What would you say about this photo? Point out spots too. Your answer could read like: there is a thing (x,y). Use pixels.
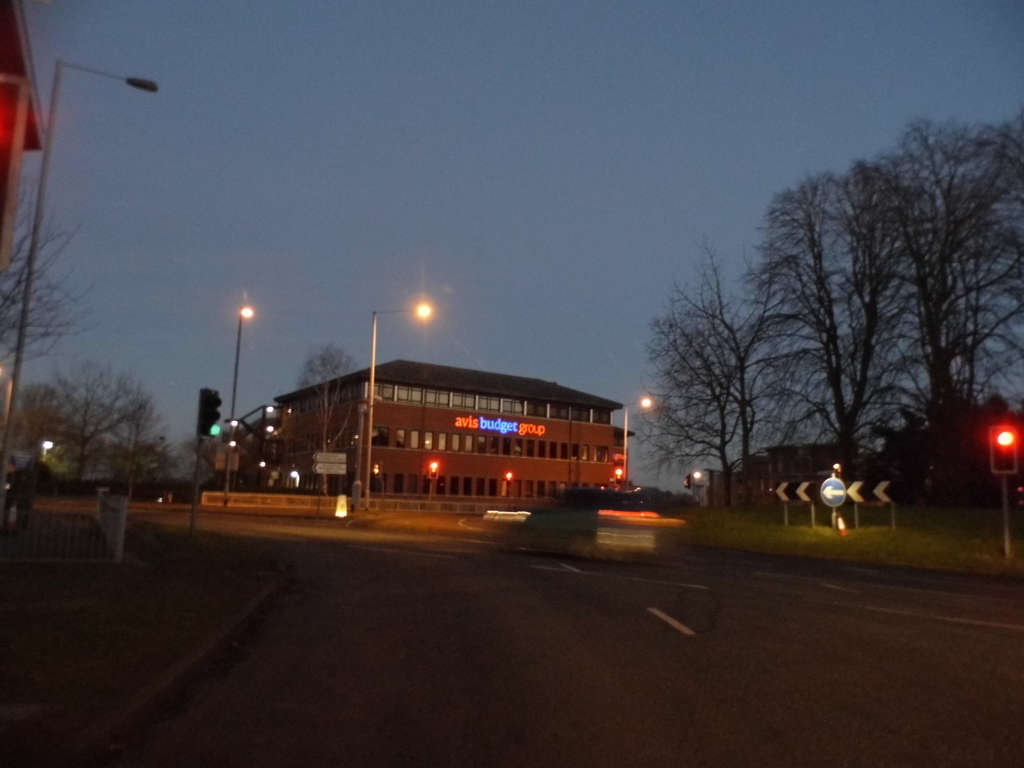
In this image, we can see buildings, trees (707,417), lights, poles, boards (343,465) and we can see a fence (115,514). At the top (479,206), there is sky (609,394) and at the bottom (553,638), there is a road (351,649).
